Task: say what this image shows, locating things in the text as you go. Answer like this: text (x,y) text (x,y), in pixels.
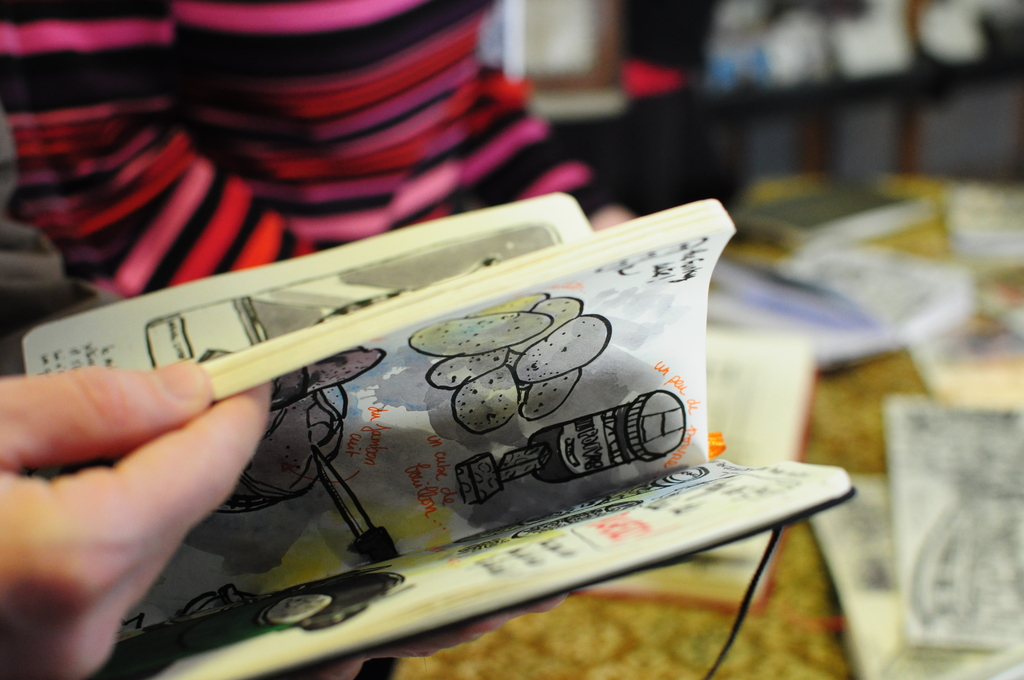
In this image I can see the person (162,542) and the person (162,542) is holding the book (451,555) and I can see the blurred background (666,60).
